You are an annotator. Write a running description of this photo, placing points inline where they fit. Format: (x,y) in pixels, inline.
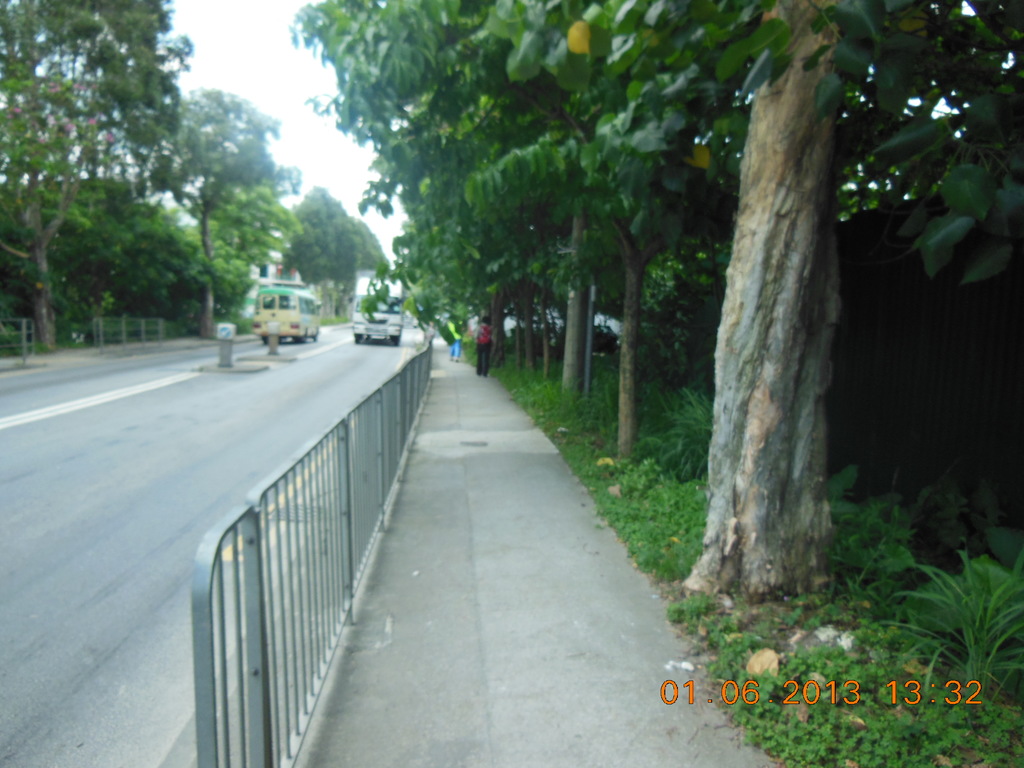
I can see two vehicles (304,336) on the road (116,416). These are the trees (274,232) with branches (685,228) and leaves (856,115). Here is the grass (530,379). I can see a person (486,355) standing. These look like the barricades (414,397). I think this is the watermark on the image.
